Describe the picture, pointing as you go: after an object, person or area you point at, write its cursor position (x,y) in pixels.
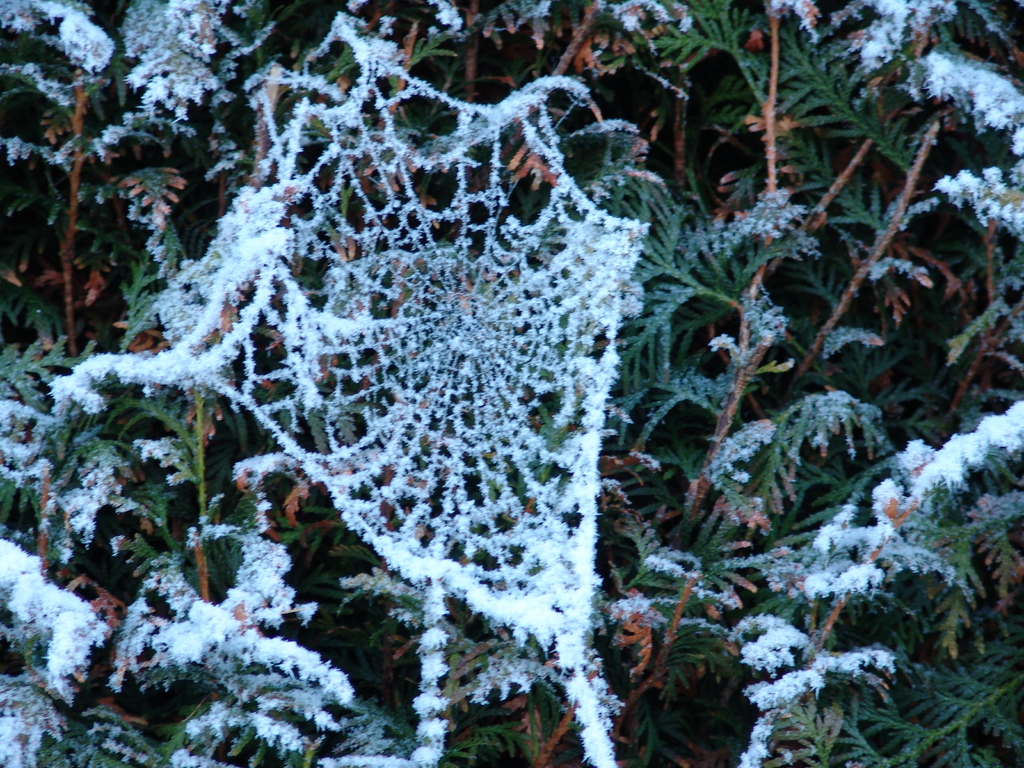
This image is taken outdoors. In this image there is a tree (793,439) with leaves (722,303), stems (742,386) and branches (215,603) covered with snow (861,575) and there is a spider web (420,375) covered with snow (477,353).
